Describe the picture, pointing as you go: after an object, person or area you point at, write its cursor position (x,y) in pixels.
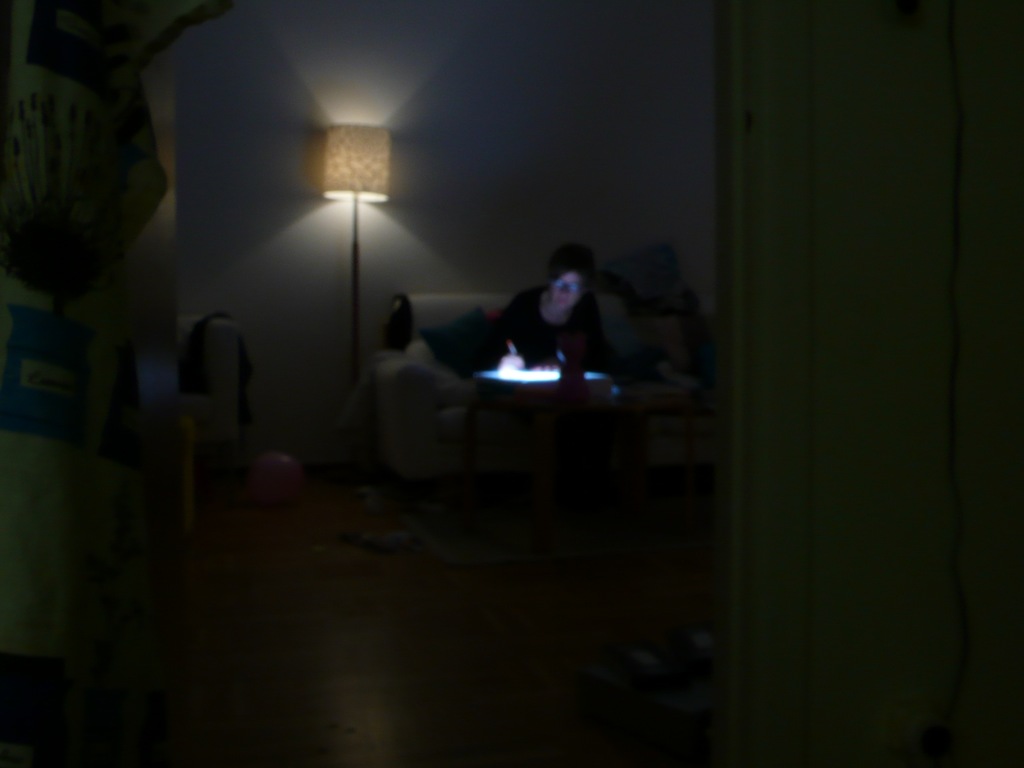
A person (547,306) is sitting on a couch (431,397) with pillows (486,322). In-front of this person (531,331) there is a table (508,396) with things (514,383). This is lamp (378,168). On the floor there is a carpet (458,546), ball (283,451) and things (602,674).
